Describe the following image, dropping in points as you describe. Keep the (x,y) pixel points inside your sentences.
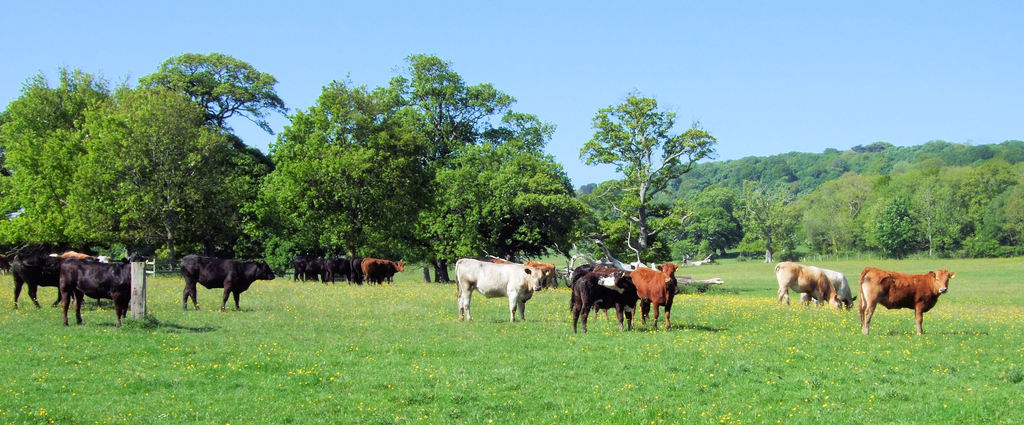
In this image we can see a group of animals (40,271) on the grassy land (508,304). There are many flowers (785,321) to the plants (652,344). Behind the animals (95,279) there are groups of trees (677,154). At the top (624,58) we can see the sky (498,65).
